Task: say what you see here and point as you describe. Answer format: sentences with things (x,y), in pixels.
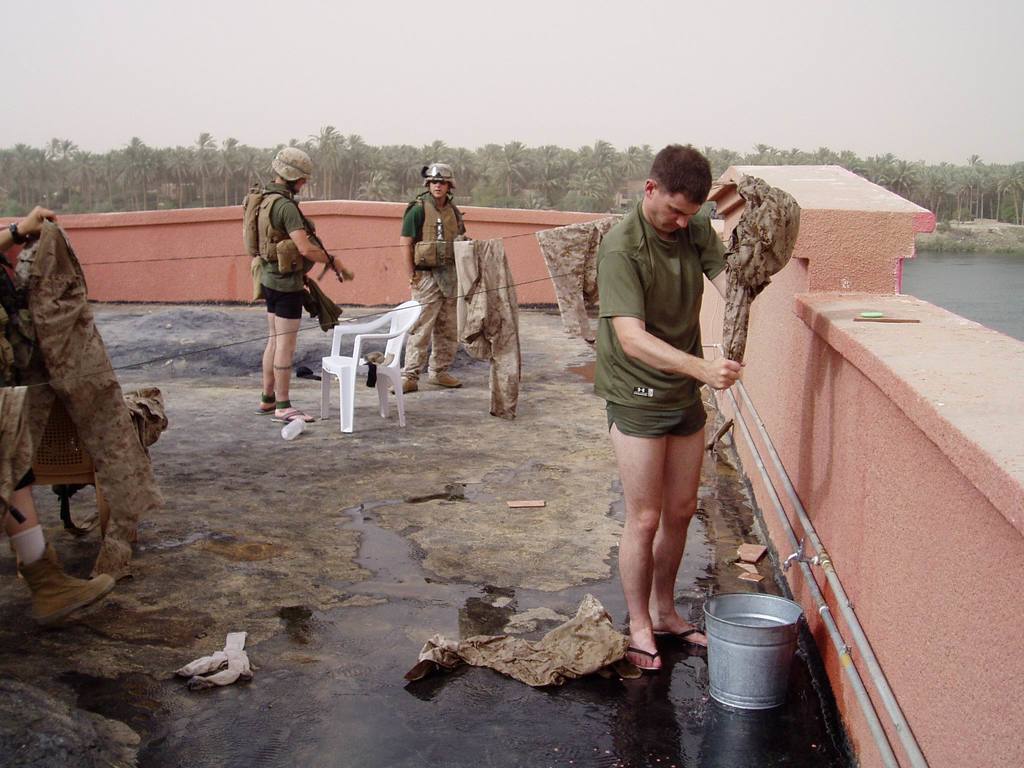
This picture shows three Man (432,195) Standing and a man (661,257) washing clothes (766,208) and we see a chair (363,326) and few trees (1011,195) on the side and we see a canal (1010,269).
